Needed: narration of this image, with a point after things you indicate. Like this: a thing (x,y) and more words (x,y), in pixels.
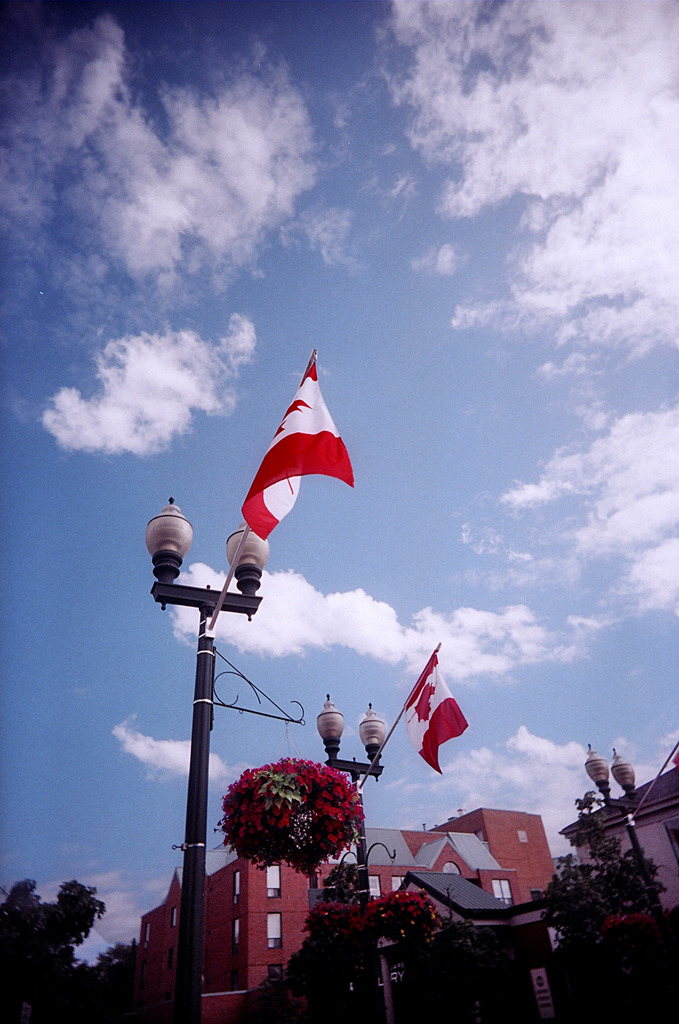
In this image I can see the light poles (202,763) and the plants (435,964). There are the flags (259,494) to the light poles (199,943) and I can see the red color flowers (340,916) to the plants (311,944). To the side there are buildings (441,882). In the background (231,642) I can see the clouds (241,355) and the sky (261,316).
